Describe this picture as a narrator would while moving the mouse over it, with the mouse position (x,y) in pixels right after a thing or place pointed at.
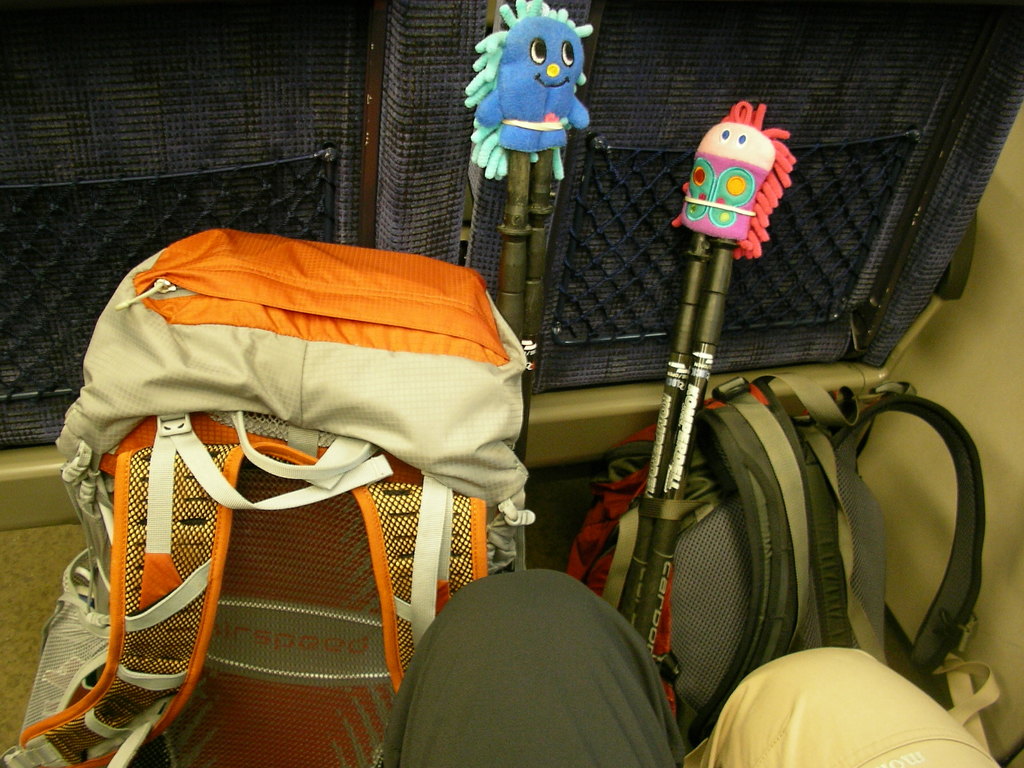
There are 2 bags (487,385) and 2 pair of sticks (511,250) here.
